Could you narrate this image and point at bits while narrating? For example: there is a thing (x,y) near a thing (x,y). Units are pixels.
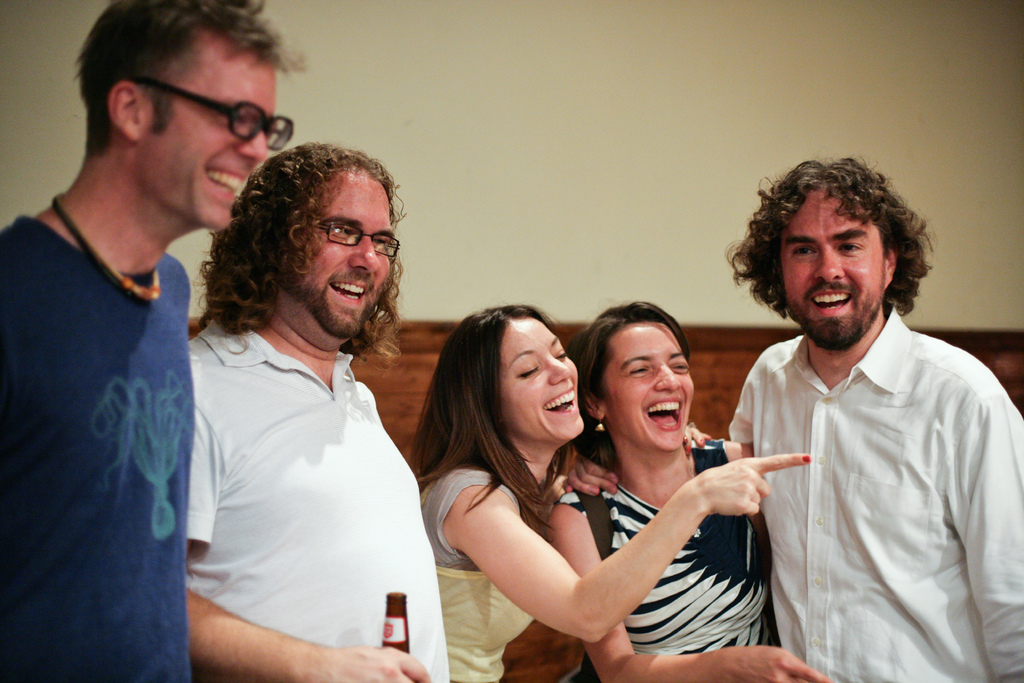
In this image in the center (643,390) there are persons (376,439) smiling. The man (389,502) in the center (342,450) is standing and smiling is holding a bottle (384,628) in his hand (377,664).
